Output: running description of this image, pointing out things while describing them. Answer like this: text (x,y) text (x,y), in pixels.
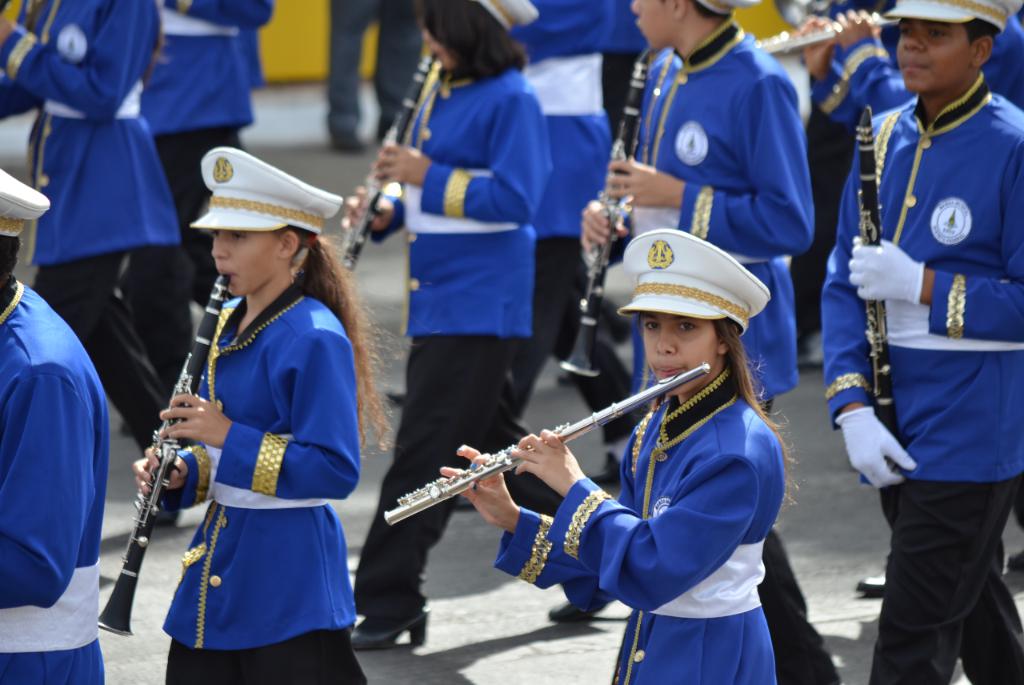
As we can see in the image there are group of people (466,276) wearing blue color dresses (54,169) and playing musical instruments (624,403).
